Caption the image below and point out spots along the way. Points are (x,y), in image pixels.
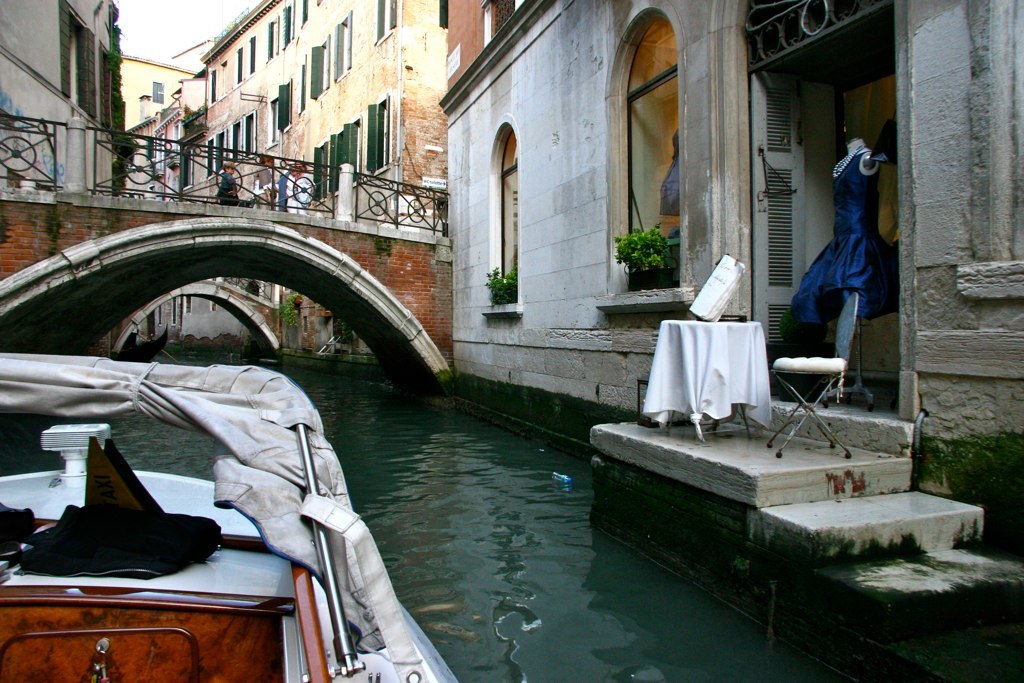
In this image there is a boat (147,479) on a canal (506,585), on the right side (918,443) there are buildings (665,132) and there is a bridge (306,240) across the canal (492,587).
